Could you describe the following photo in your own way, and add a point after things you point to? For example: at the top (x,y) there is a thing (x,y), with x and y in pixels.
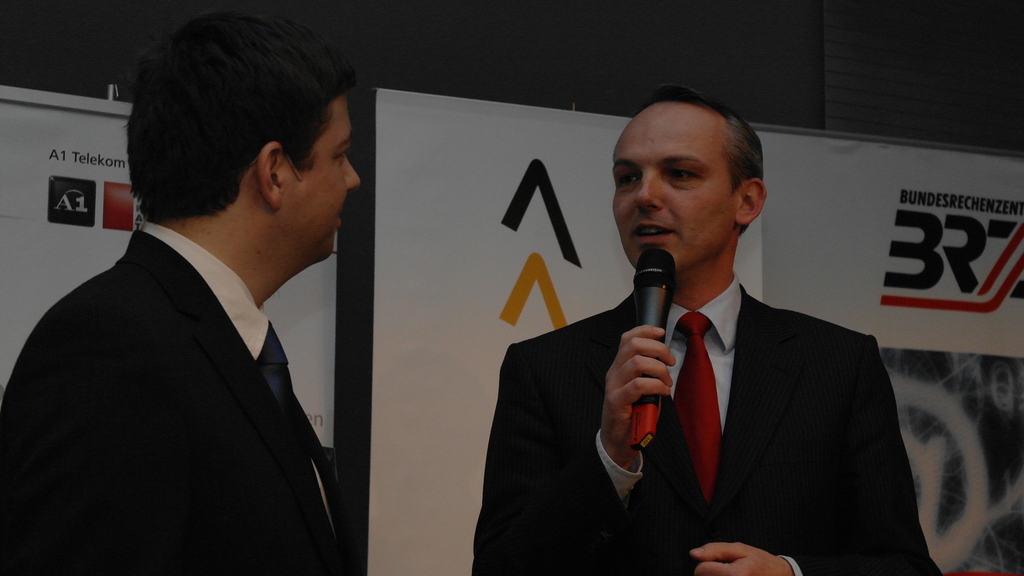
This is the picture of a place where we have two people (209,349) wearing black suits (174,365), among them a person (618,352) is holding the mic (645,287) and behind there are three banners (503,254).
